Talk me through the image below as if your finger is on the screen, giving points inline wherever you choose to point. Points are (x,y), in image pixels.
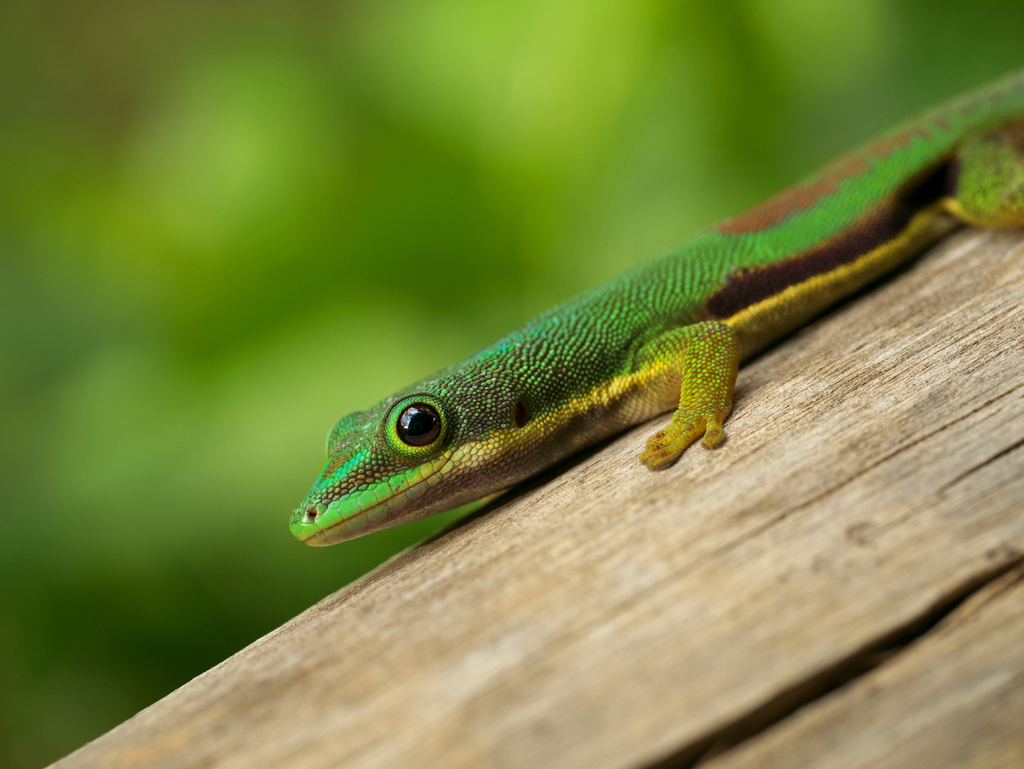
In this picture we can see a green color lizard (536,372) on the tree trunk (790,541). Behind we can see blur background (491,162).
